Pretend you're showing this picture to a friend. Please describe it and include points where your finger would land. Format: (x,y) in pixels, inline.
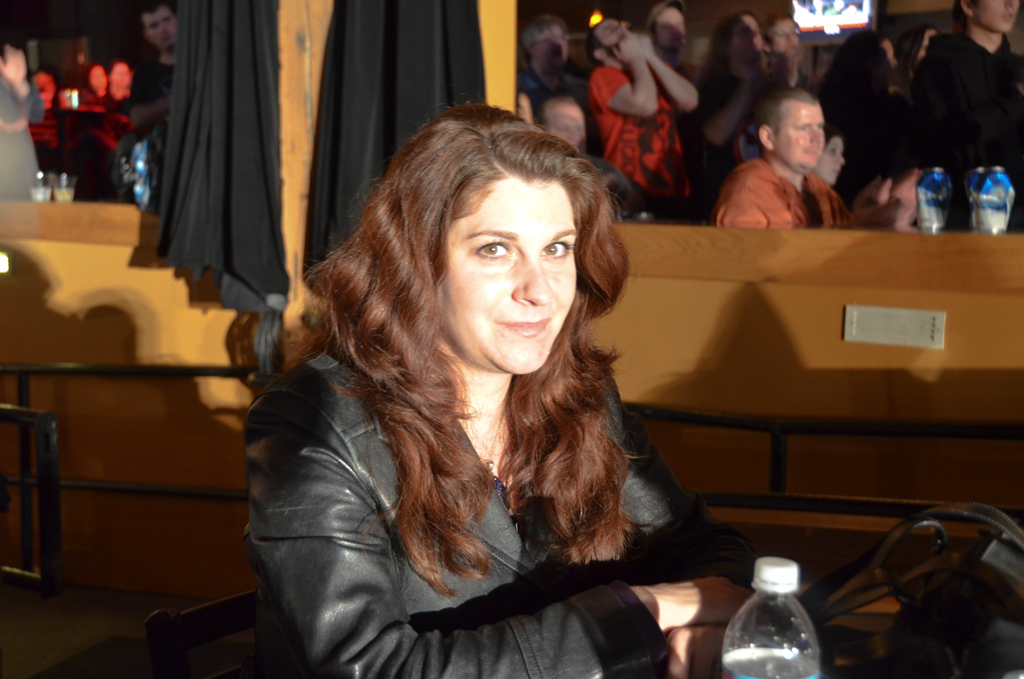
In this image we have a woman (410,486) who is wearing a black jacket (355,523) and smiling. Here we have water bottle (783,618) and a bag (947,580). Behind the women (478,279) we have a group of people (752,94).
